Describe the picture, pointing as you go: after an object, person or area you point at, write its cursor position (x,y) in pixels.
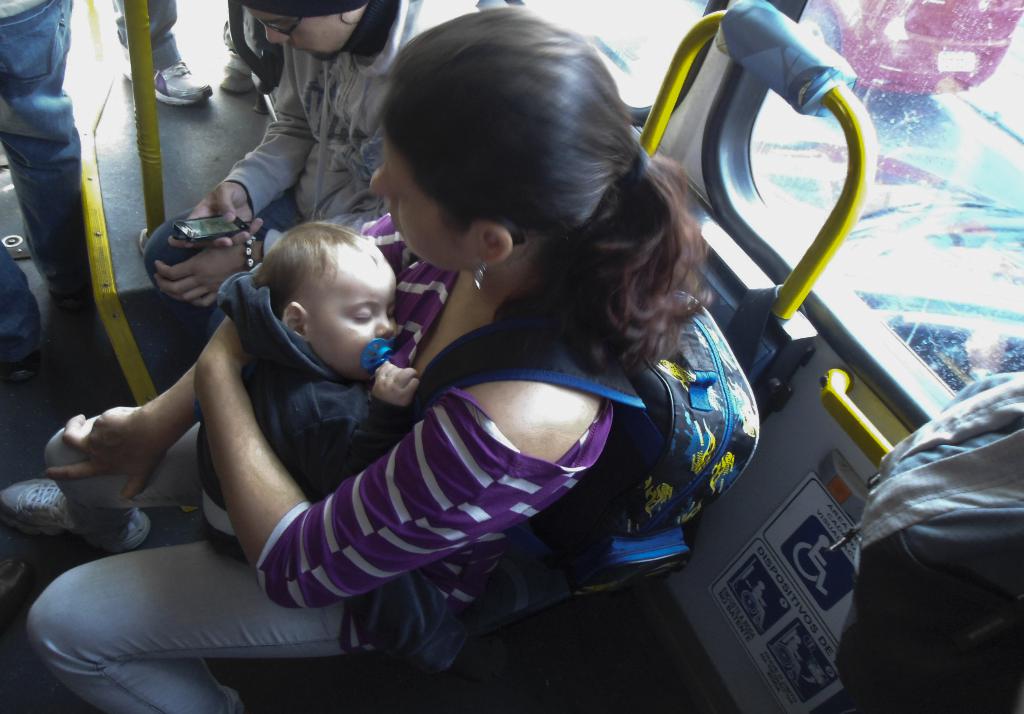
In this image there are a few people (329,61) sitting and standing in the vehicle (828,506) and there is a baby (340,376) sleeping on the lap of a lady (561,315) wearing a bag (684,428) on her shoulder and there is a road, we can see other vehicles (906,59) on the road (907,113) through the glass window (923,217) of the vehicle (13,659).
